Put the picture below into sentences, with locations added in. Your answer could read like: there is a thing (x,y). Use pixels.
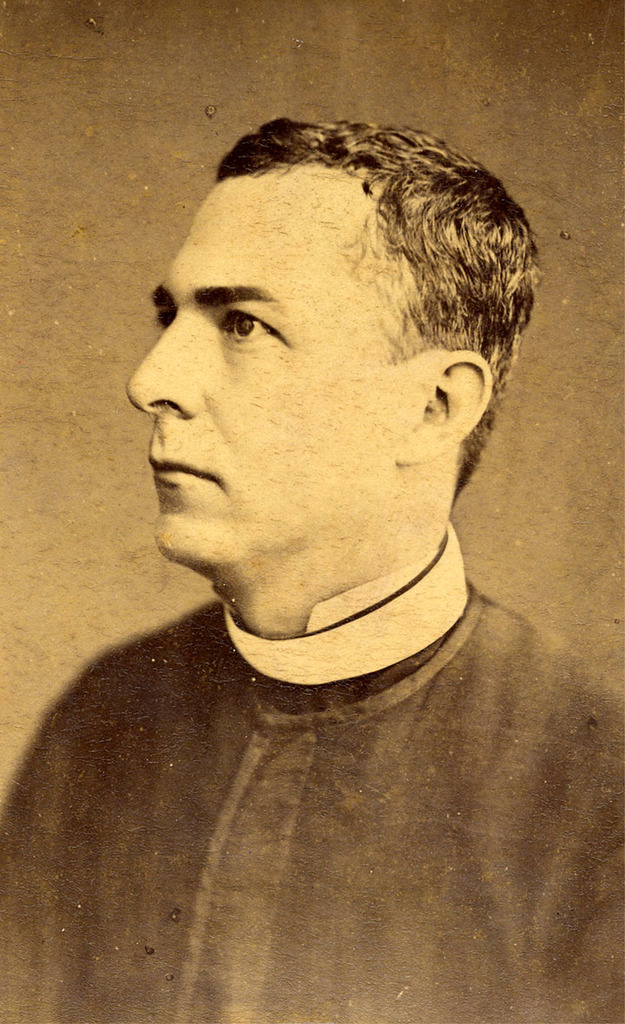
In the image we can see the poster (193,608), in the poster (212,593) we can see the picture of a man (327,800) wearing clothes (391,811).
